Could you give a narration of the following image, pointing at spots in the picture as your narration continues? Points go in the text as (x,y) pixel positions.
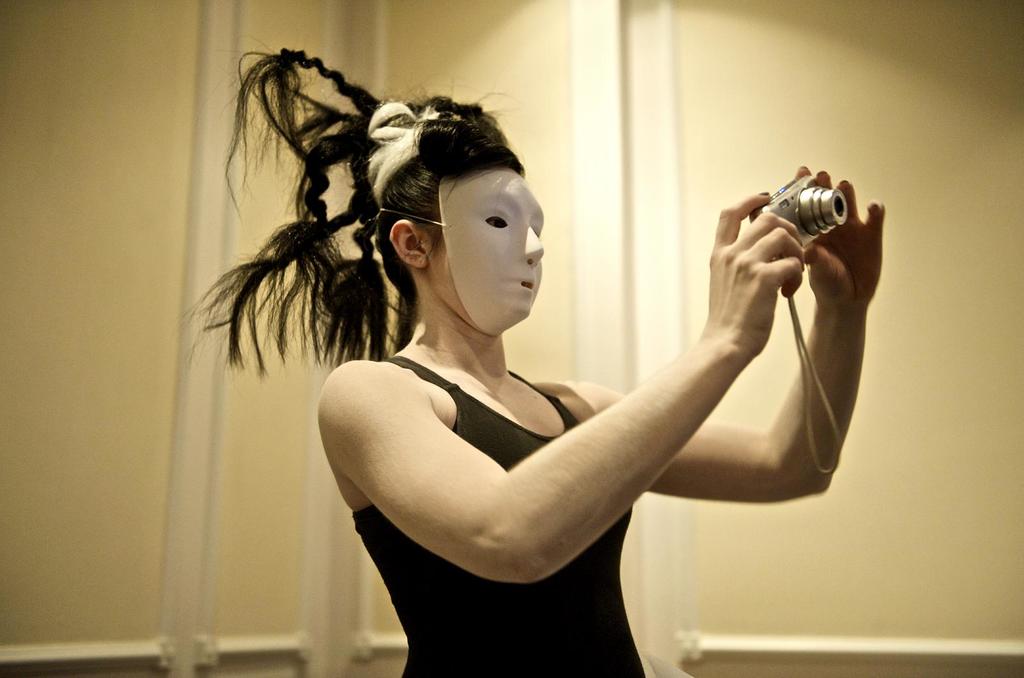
In this image I can see a person (473,394) wearing mask (487,270) to the face (492,254) and holding a camera (799,218) in hands (785,235). In the background (340,38) I can see a wall (88,422).
